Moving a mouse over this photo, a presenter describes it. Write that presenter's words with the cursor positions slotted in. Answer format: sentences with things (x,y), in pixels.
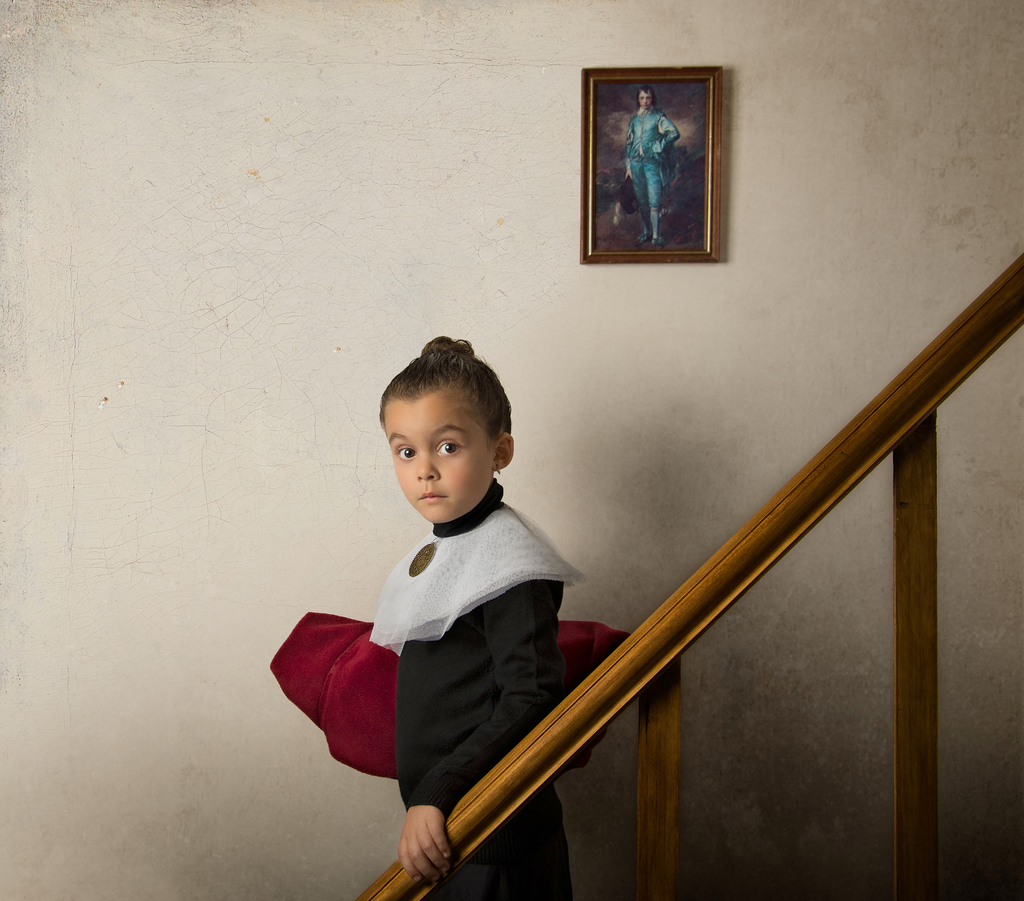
In this picture we can see a small girl (433,531) standing in front of a wall (284,263) and looking at someone.
